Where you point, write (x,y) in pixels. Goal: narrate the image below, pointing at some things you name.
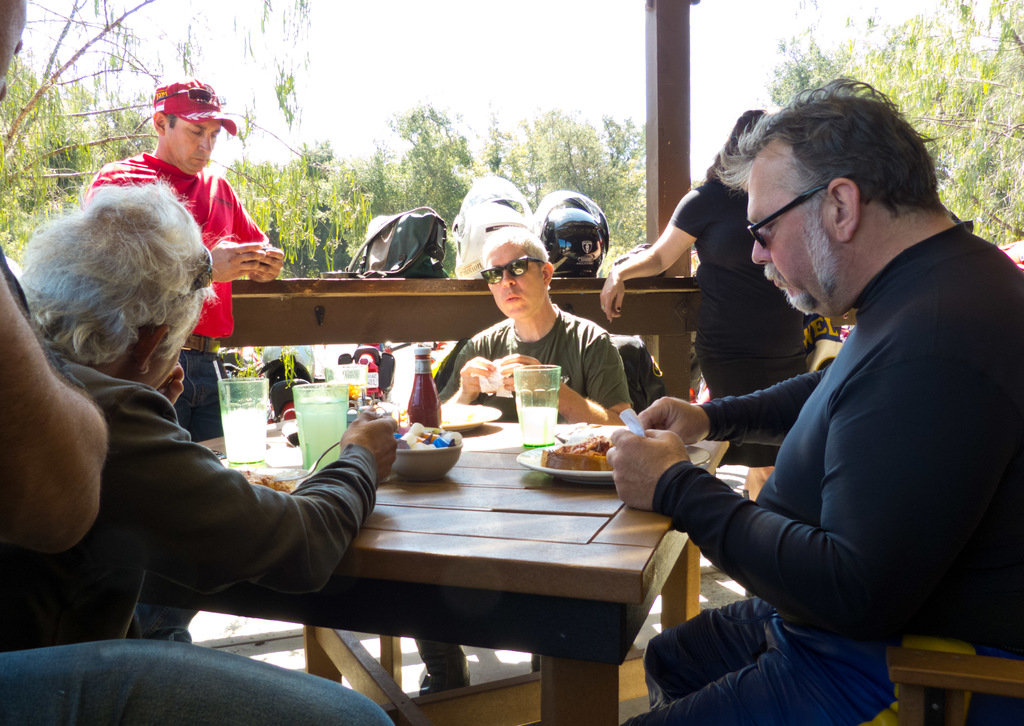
There are some people (152,341) sitting in the chairs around a table (437,531) on which some food (604,464), glasses (526,413) and a bottles (413,403) were placed. There is another man (210,142) standing near the railing (410,290) on which some bags (440,249) were placed. In the background (343,192) there are some trees (289,222) and a sky (441,47) here.
